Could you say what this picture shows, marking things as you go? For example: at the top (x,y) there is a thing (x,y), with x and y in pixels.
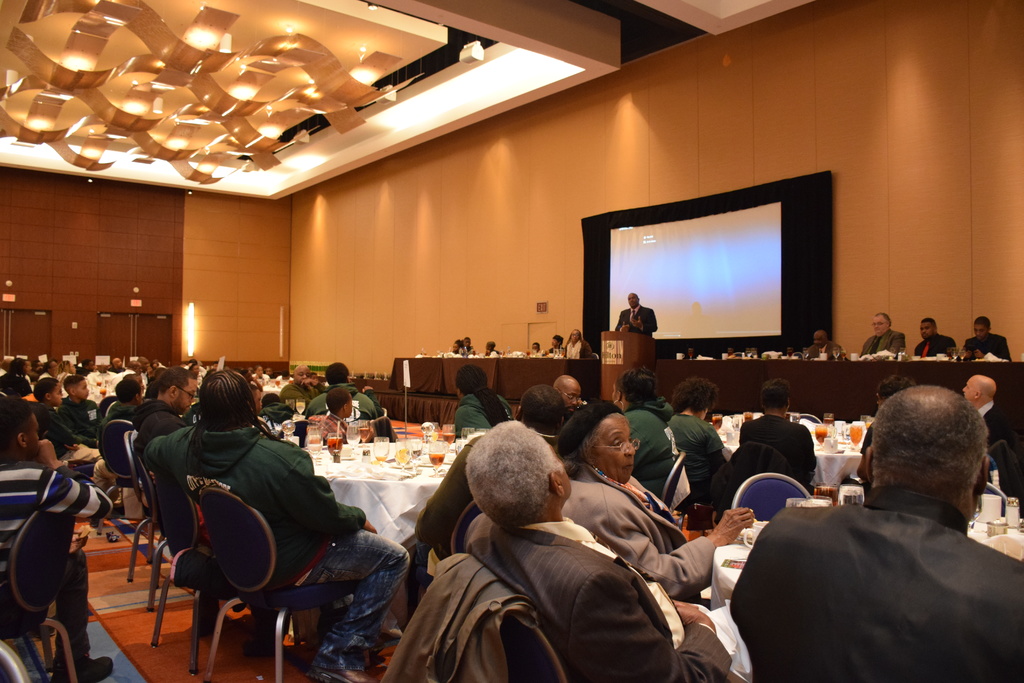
In this picture I can see few people (681,642) seated on the chairs (529,632) and few people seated on the dais (743,391) and I can see few glasses (378,444) on the tables (349,477) and I can see a projector screen (736,277) and I can see a man (634,307) standing at a podium (608,337) and speaking with the help of a microphone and I can see few lights (194,89) on the ceiling (362,7).
